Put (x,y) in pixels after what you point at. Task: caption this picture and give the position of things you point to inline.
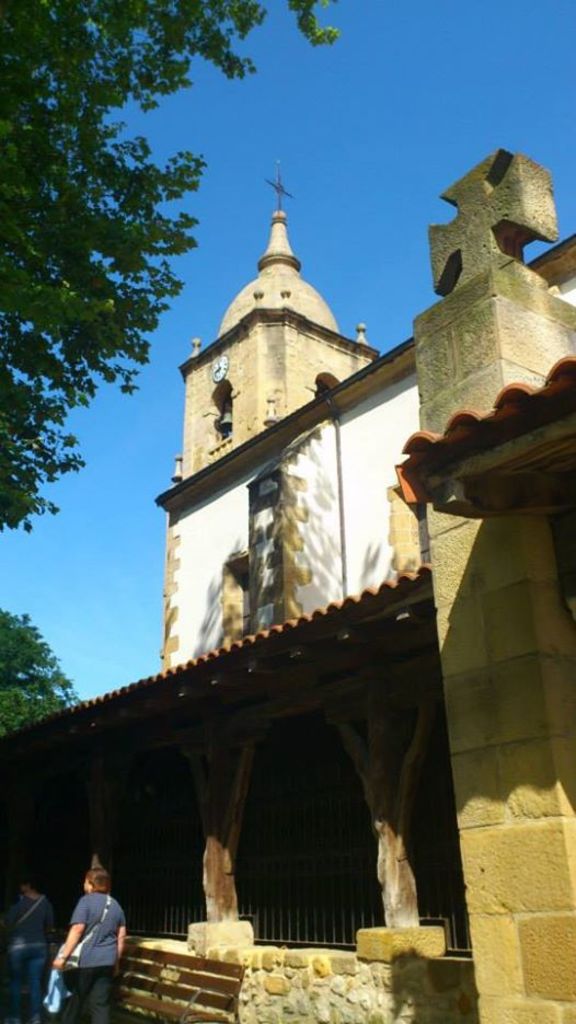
In this image we can see a building (305,459), clock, iron grills (257,839), bench (164,990), persons (97,989) standing on the ground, trees (128,152) and sky (240,177).
